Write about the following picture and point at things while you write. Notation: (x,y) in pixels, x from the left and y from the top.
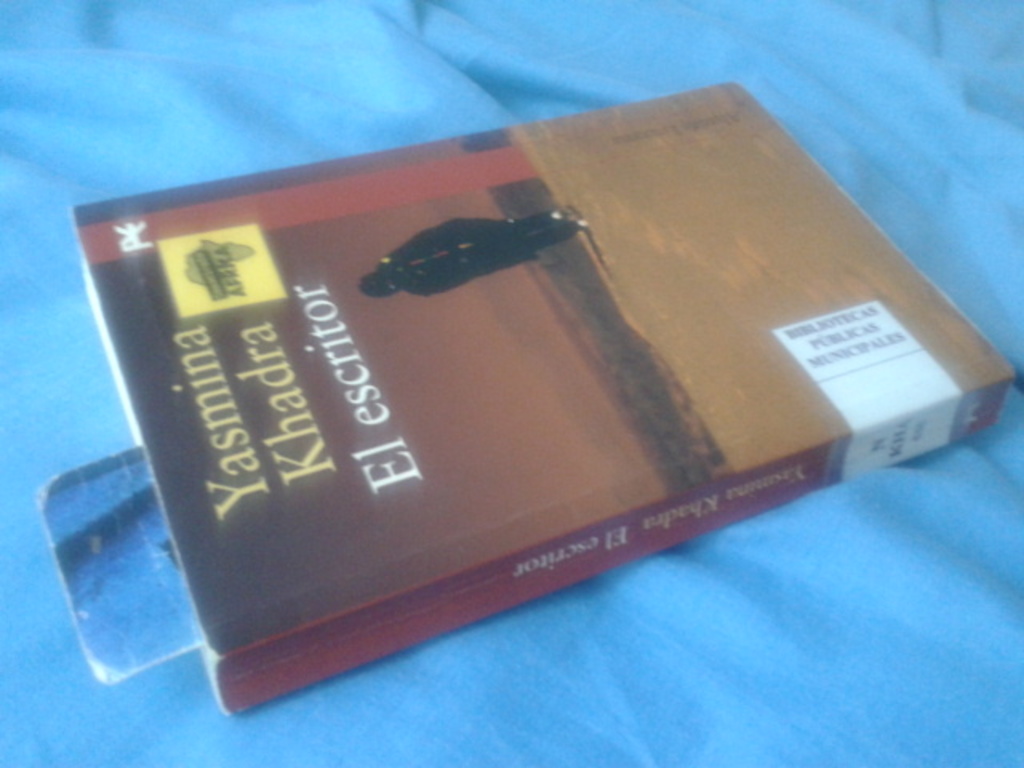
In the picture we can see a book (159,302) with a cover (231,472), name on it as Yasmina Khadra El escritor, book (477,539) placed on the blue cover cloth (584,597).
